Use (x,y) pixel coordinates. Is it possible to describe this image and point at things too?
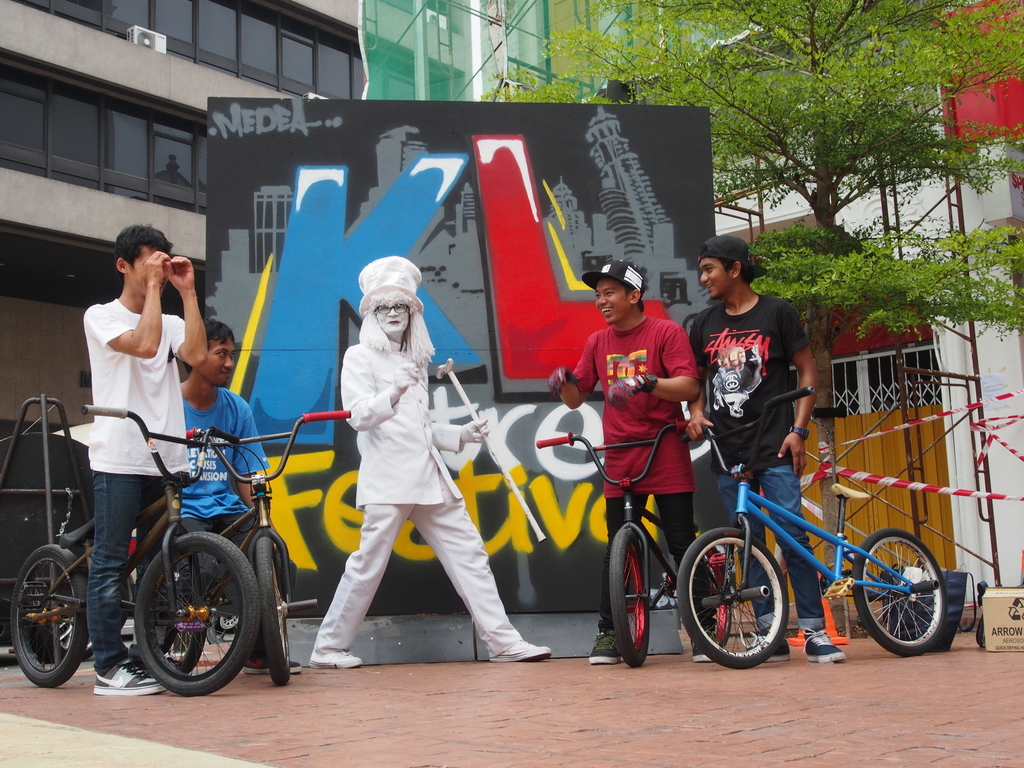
In this picture few guys (116,465) are on a bicycle (639,522) and a lady (407,428) is white coated herself in front of a poster (287,288) named KL.
